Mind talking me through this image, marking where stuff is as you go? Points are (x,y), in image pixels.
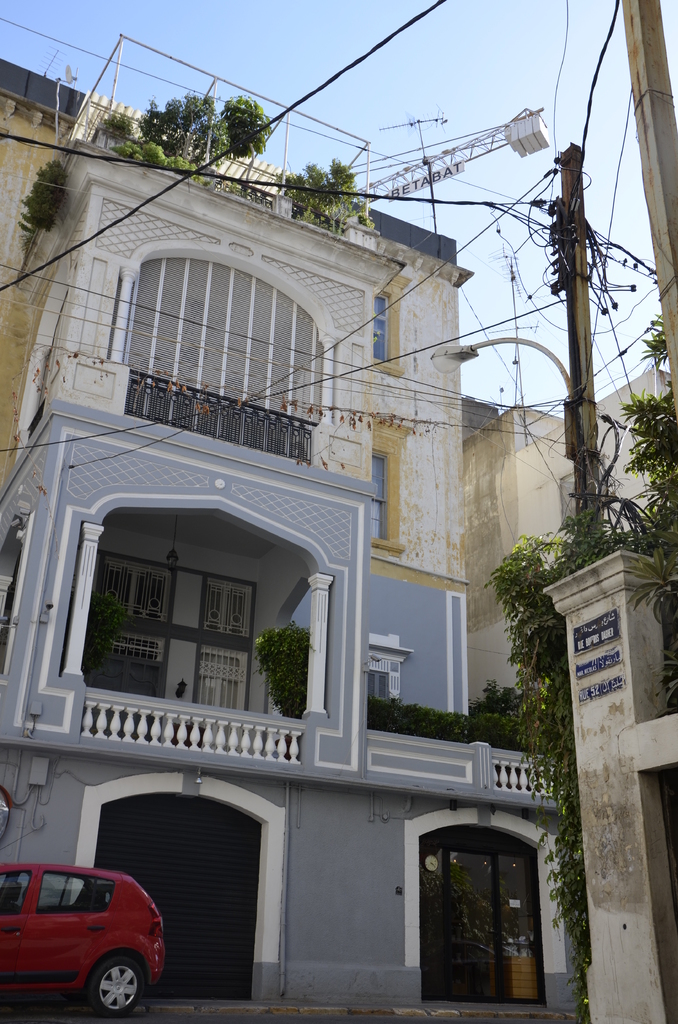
In this picture we can see car (65,894) on the road (291,1023) and we can see buildings (246,368), wires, railings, plants (142,139) and rods (416,164). In the background of the image (416,100) we can see the sky (486,77). On the right side of the image (574,224) we can see poles (571,306), green leaves (603,543) and boards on the wall (614,796).
